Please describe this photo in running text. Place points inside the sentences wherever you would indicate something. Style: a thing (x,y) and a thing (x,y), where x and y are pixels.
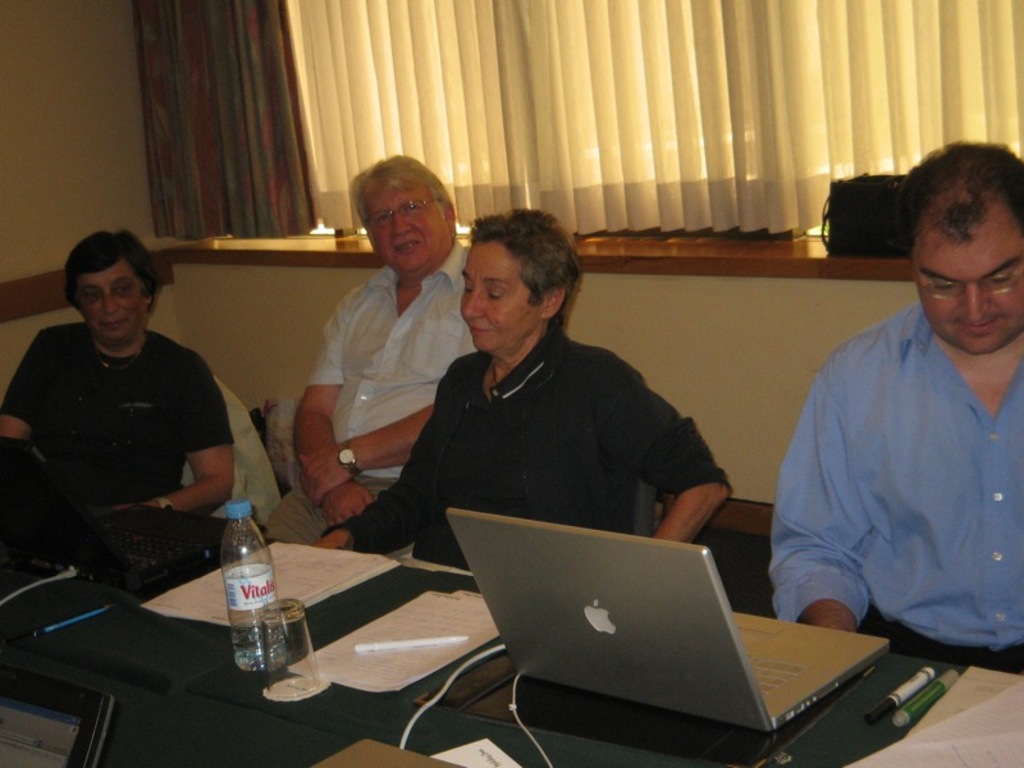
There are four people (497,355) sitting on a chair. There is a table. There is a laptop (547,581), paper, pen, bottle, glass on a table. We can see the background (702,22) there is a curtain (472,59).
